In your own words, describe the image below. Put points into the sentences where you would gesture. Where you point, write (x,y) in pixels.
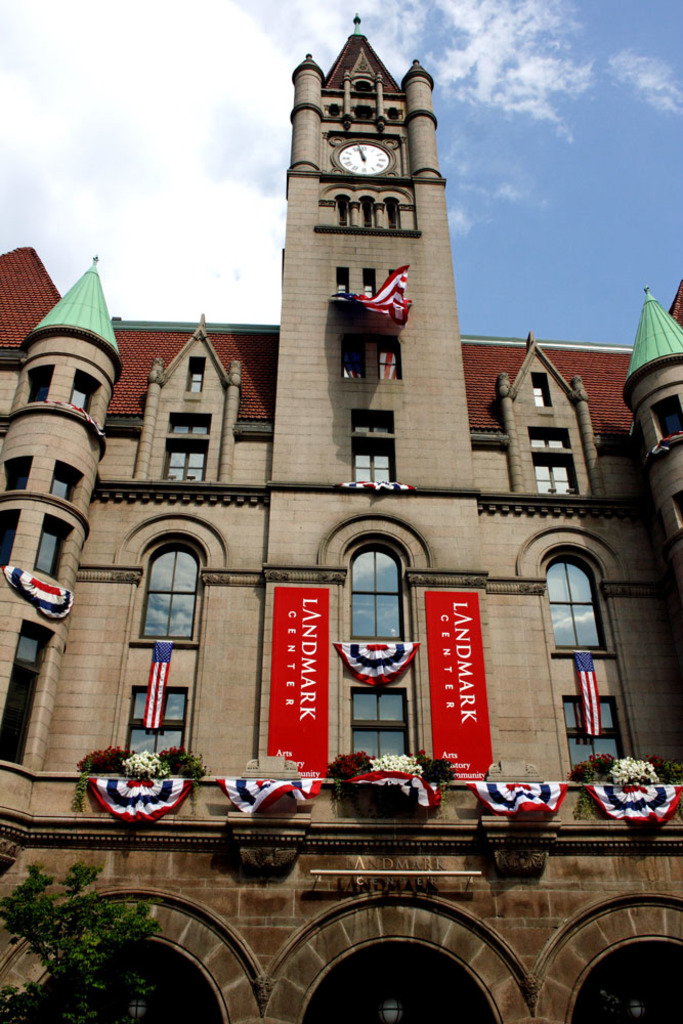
In this image there is a castle (344,702) and on the castle (350,370) there are flags (503,812) hanging, there are flowers (339,763) and there is a clock (356,171). In front of the castle (197,955) there is a tree (90,930) and the sky (245,129) is cloudy.
